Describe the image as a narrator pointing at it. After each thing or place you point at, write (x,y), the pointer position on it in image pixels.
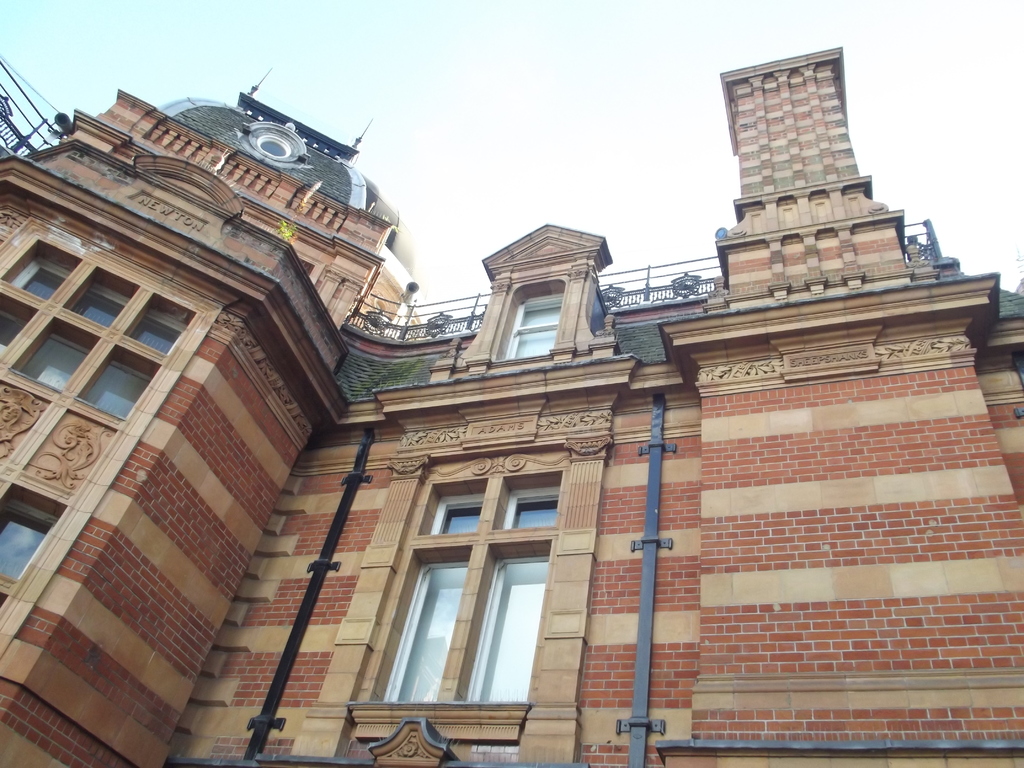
In this image we can see a building (324,412). At the top of the image (353,37), we can see the sky (515,47).
